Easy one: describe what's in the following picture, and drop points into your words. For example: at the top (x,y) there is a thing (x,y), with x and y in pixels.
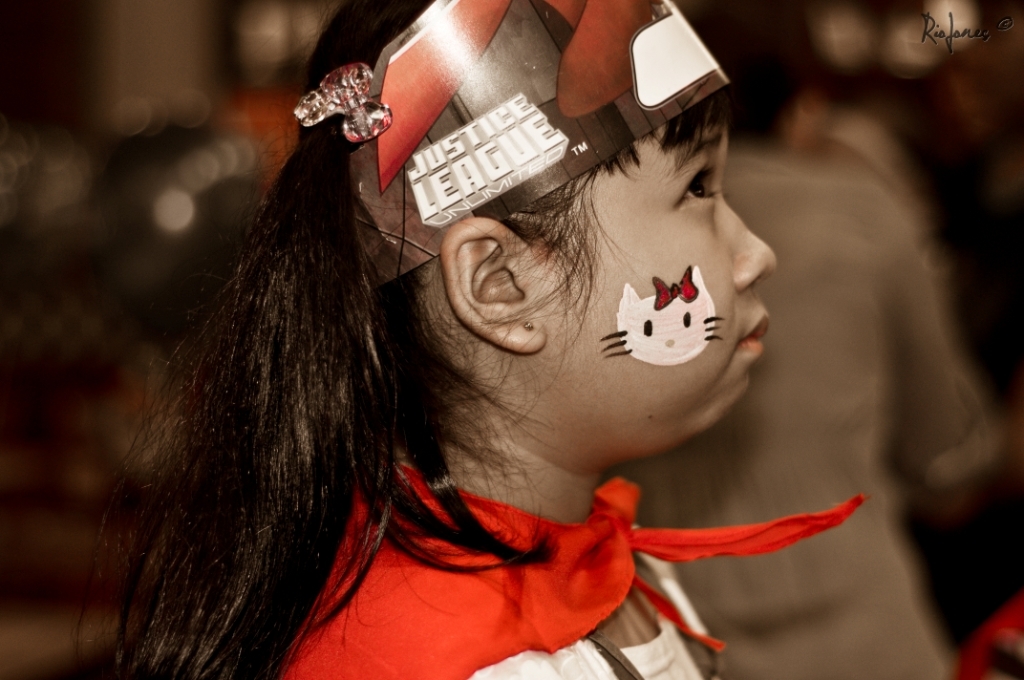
Here we can see a girl (537,172) and there is a blur background (844,579).
